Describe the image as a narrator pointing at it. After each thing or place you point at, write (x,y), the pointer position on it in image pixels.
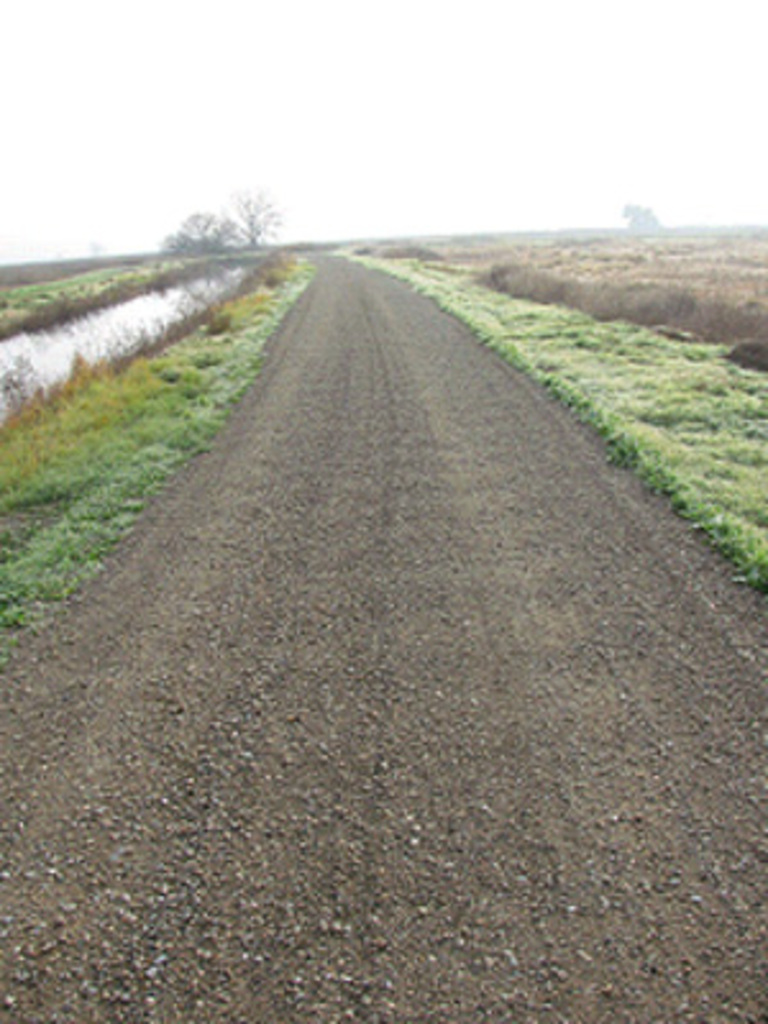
In this image, we can see trees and at the bottom (190,697), there is ground (93,281) covered with plants (699,278) and there is water (86,327) and we can see a road (353,749). At the top (352,20), there is sky (324,21).
